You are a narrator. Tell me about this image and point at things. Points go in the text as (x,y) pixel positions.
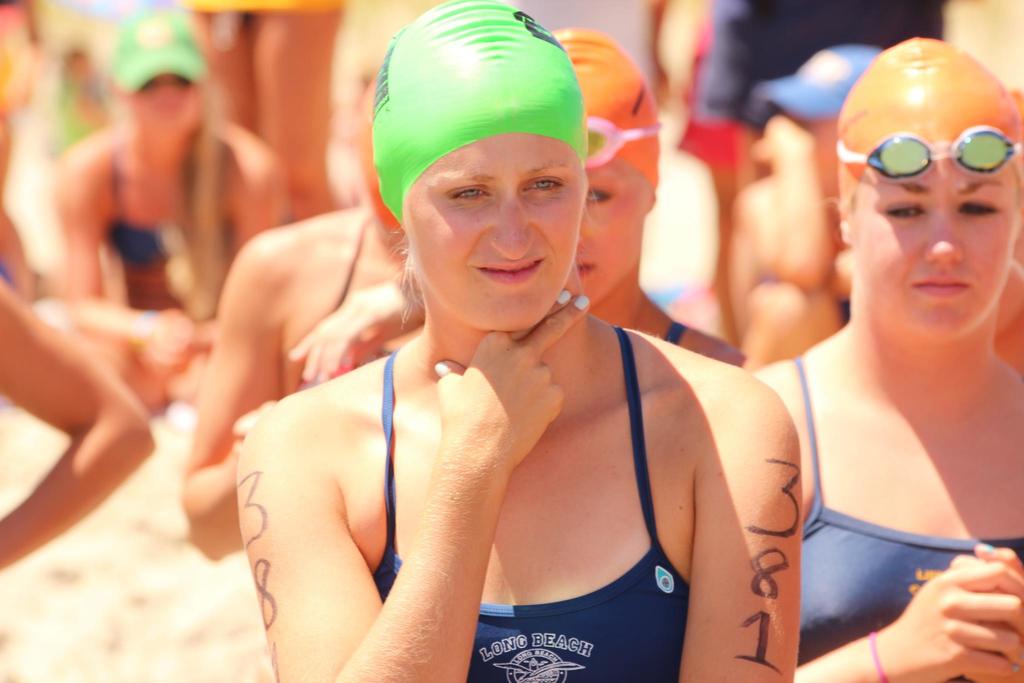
In this image we can see a group of woman (514,452) standing. We can also see some women (320,234) sitting on the ground (74,558) wearing the caps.
